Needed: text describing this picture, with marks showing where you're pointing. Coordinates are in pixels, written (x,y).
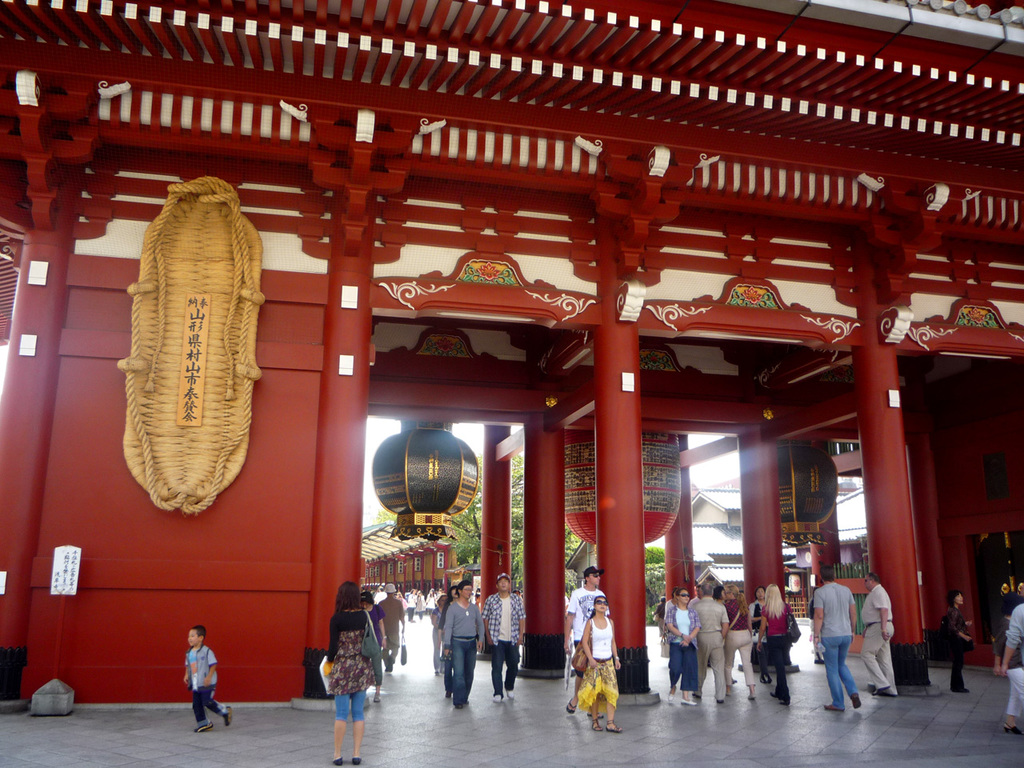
In this picture we can see a few people (693,649), pillars (622,522), some text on the boards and a few objects (155,483). We can see some leaves (454,539) and houses (436,560).
